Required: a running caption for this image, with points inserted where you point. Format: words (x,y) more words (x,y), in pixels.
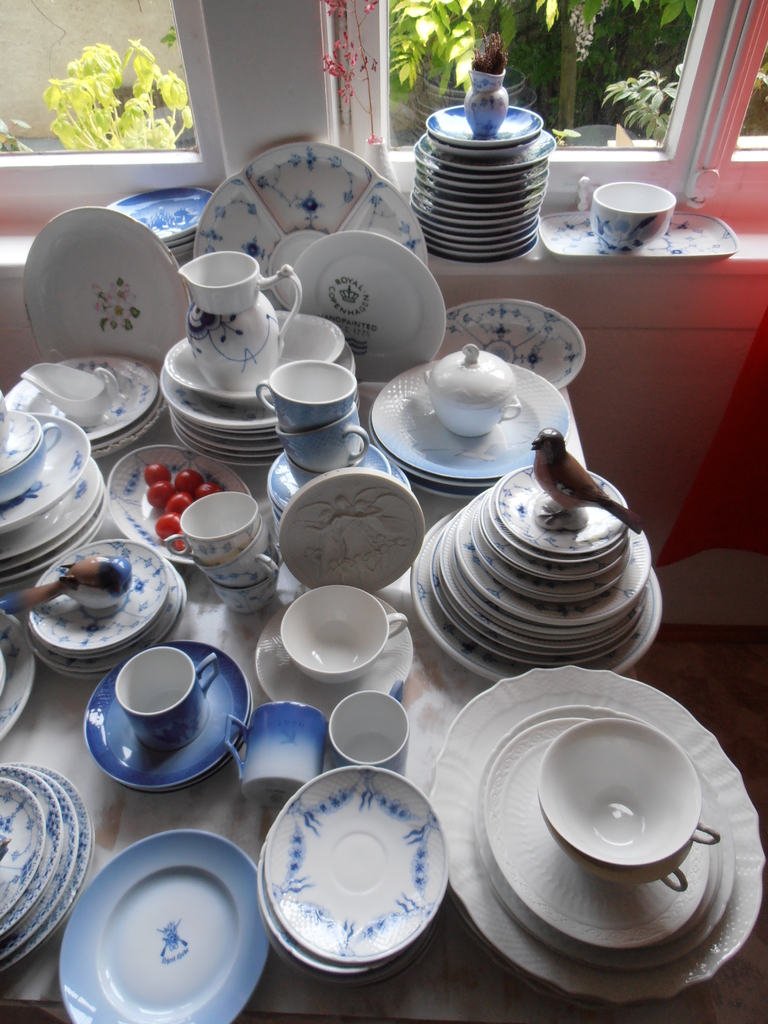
This picture is taken inside the room (501,608). In this image, in the middle (453,680), we can see a table (127,812), on the table (263,823), we can see white color cloth (142,813), some plate (737,794), cups (648,794), we can also see toys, vegetables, jars (197,303). On the right side of the image (544,31), we can see a glass window (621,129), on the glass window (649,166), we can see some plates (516,112) and a flower pot (475,122) with some plant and a tray (672,251) with some bowl (623,230). On the left side of the image (175,195), we can also see a plate (119,226). On the left side (95,156), we can also see a glass window (15,52), outside of the glass window (65,52), we can see some plants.
